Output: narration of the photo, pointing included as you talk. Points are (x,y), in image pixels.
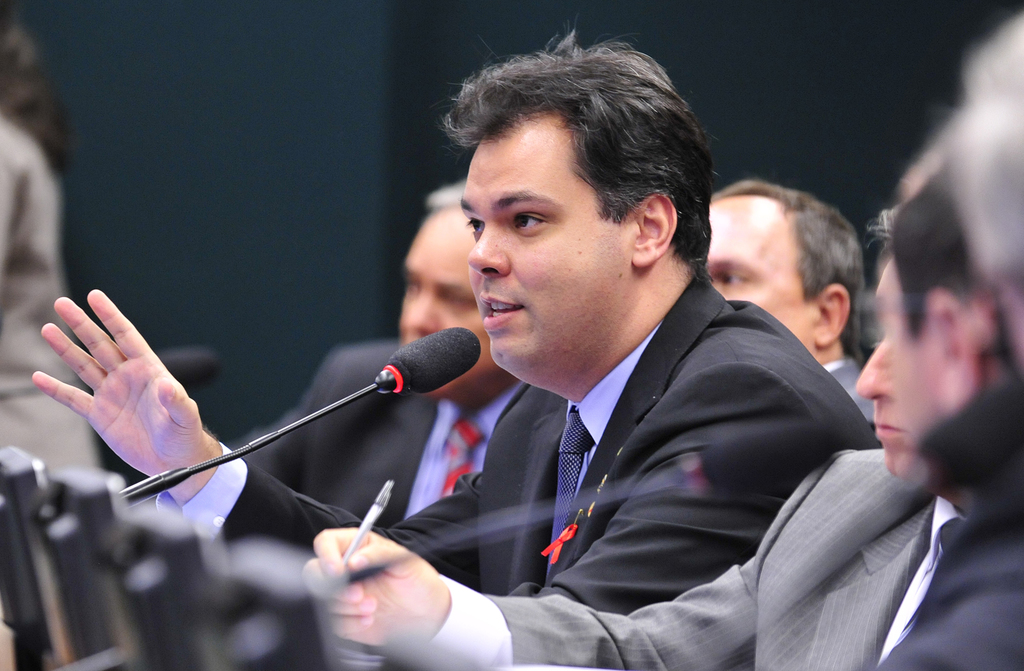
In the center of the image (617,425) we can see a man (550,340) is sitting and talking and wearing a suit (527,417). In the bottom left corner (185,670) we can see the screens (312,662), mics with stands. In the background of the image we can see some people (847,262) are sitting on the chairs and a man (824,644) is holding a pen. On the left side of the image (10,239) we can see a person (46,144) is standing. At the top of the image (707,81) we can see the wall (923,81).
